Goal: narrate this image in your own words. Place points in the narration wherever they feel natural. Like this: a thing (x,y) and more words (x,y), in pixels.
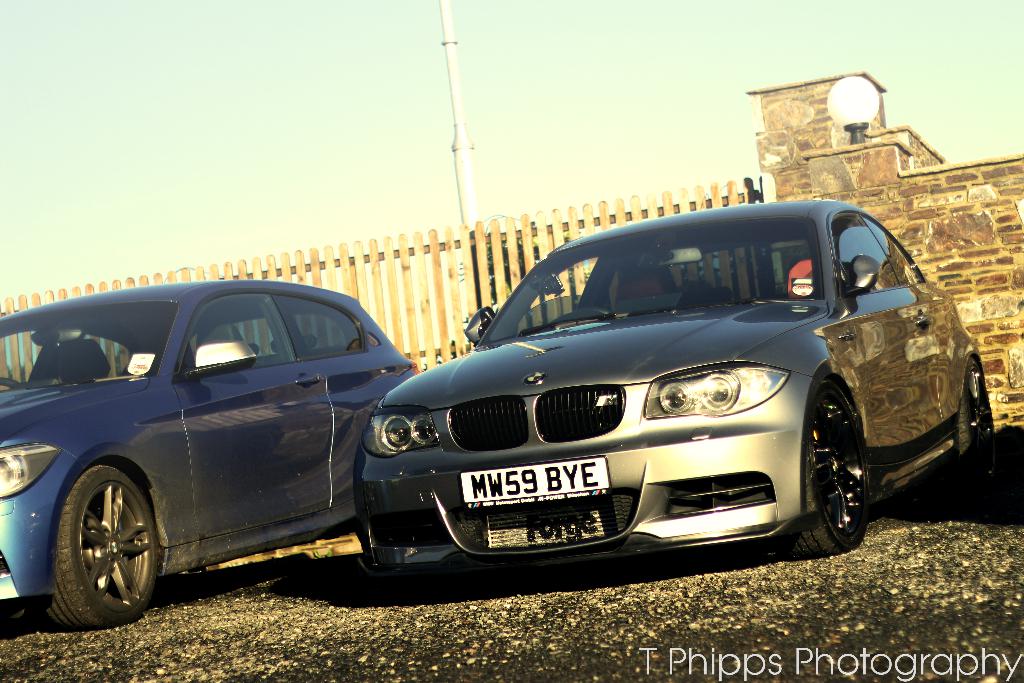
In this picture there is a silver color BMW car (621,483) parked on the road (560,591). Beside we can see another car (354,312). In the background (439,269) there is a wooden fencing wall (439,271) and brown color granite wall (863,192) with pillar light (852,128).
